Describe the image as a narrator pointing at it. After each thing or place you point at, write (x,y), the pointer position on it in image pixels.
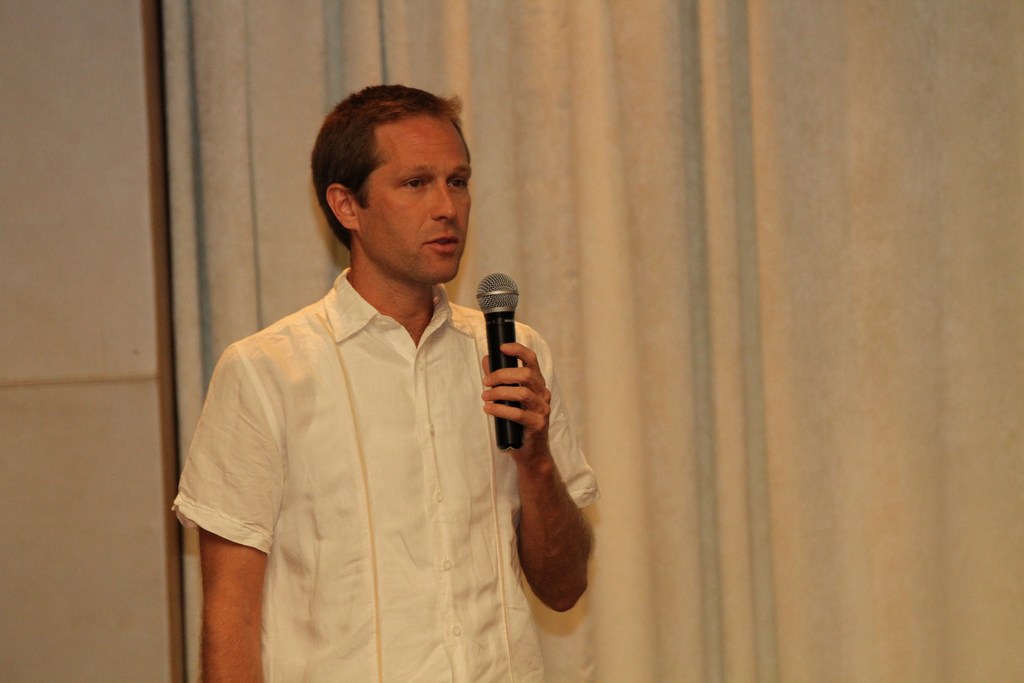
In the center of the image (405,382) there is a man (504,487) standing and holding a mic (498,285) in his hand (489,391) maybe he is talking he is wearing a white shirt (347,425). In the background (198,130) there is a wall (61,614).
